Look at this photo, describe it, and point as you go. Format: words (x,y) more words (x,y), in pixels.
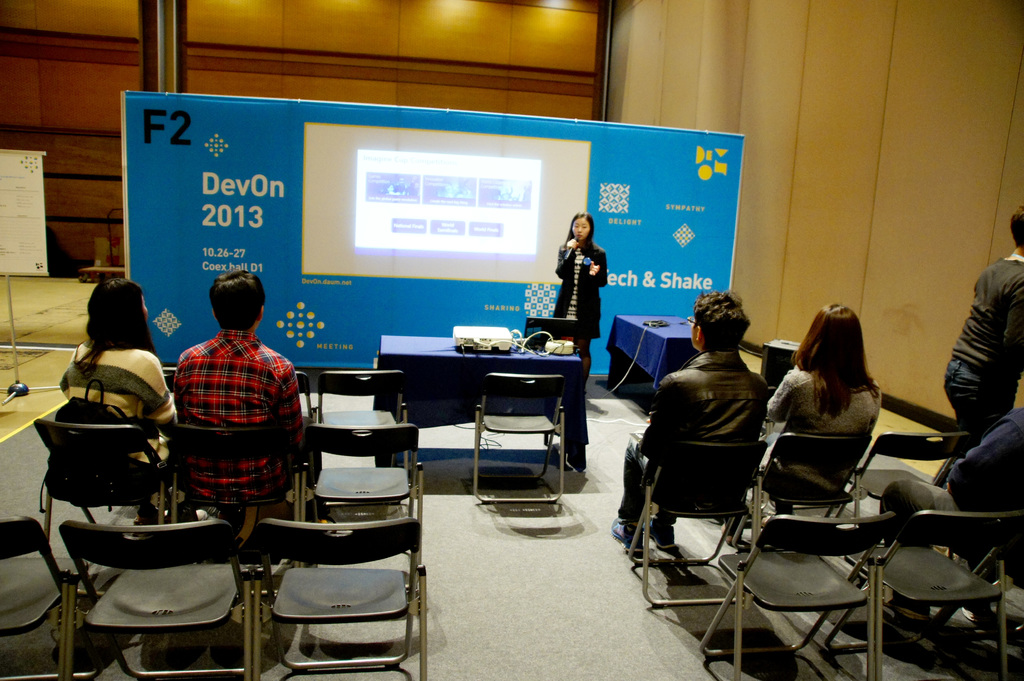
In this picture i could see a woman (576,261) holding a mic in her hand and some people (238,410) sitting on the black colored chairs (282,435), in the background (272,225) i could see blue colored banner (291,248) and a projector screen (416,182) and in the back of that banner (275,230) there is a brown colored wall (269,63).
